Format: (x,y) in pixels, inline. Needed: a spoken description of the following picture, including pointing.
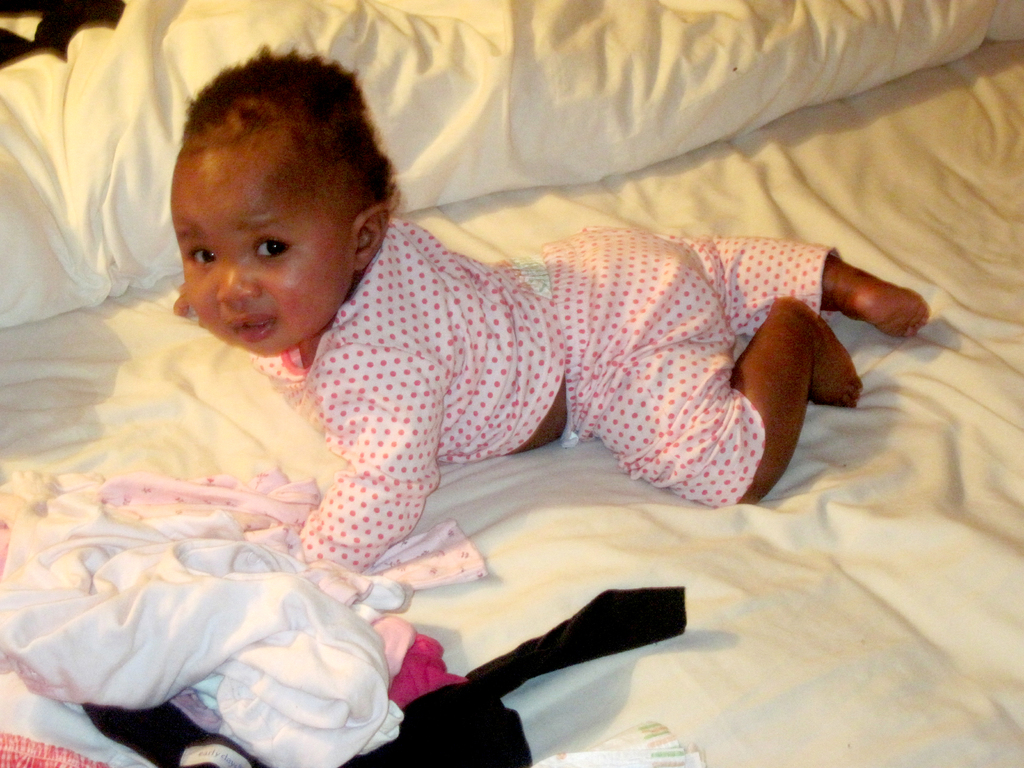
In this picture I can see a bed (157,256) on which there is a baby (370,254) and on the left bottom of this image (123,613) I see number of clothes (216,621).
